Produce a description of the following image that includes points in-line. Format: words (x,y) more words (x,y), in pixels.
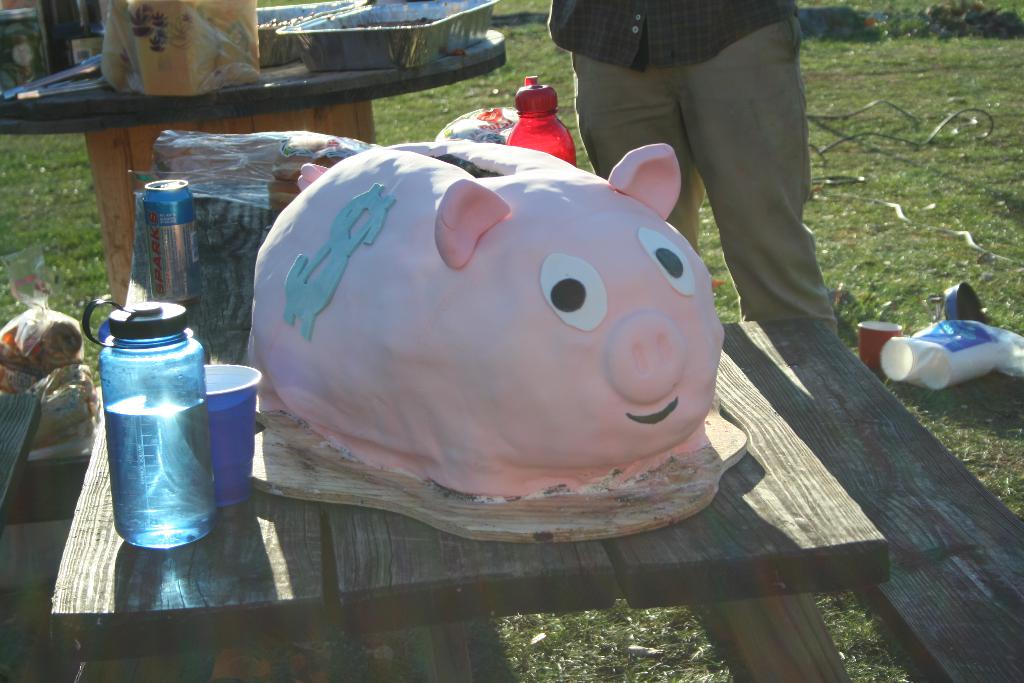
In this picture there is a cake (464,313) of a pig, the cake (432,314) is on the wooden table (550,567) on the table (441,561) there is also a bottle (155,444), cup (221,439), tin (159,231). Background of this cake (392,261) is a man (603,94) who is standing on the grass (838,217) and also there is a other table (238,94).
